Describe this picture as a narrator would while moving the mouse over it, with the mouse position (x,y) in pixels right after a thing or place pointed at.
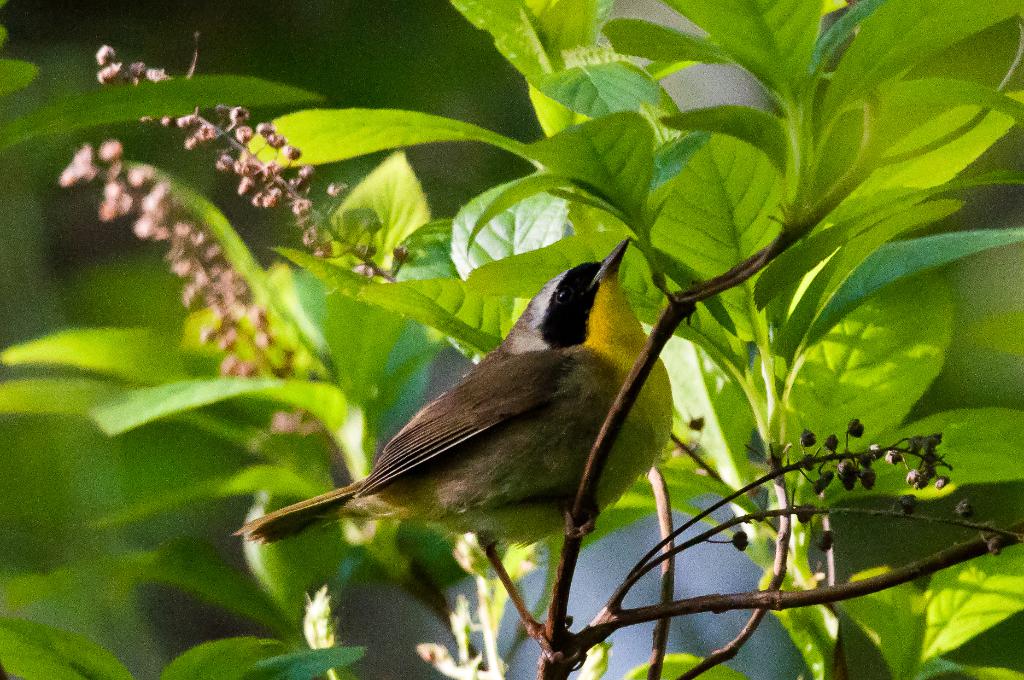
In the center of the image (353,299) we can see plants (361,458). On the branch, we can see one bird (659,431), which is in black, brown and yellow color. In the background (507,131), we can see it is blurred.
